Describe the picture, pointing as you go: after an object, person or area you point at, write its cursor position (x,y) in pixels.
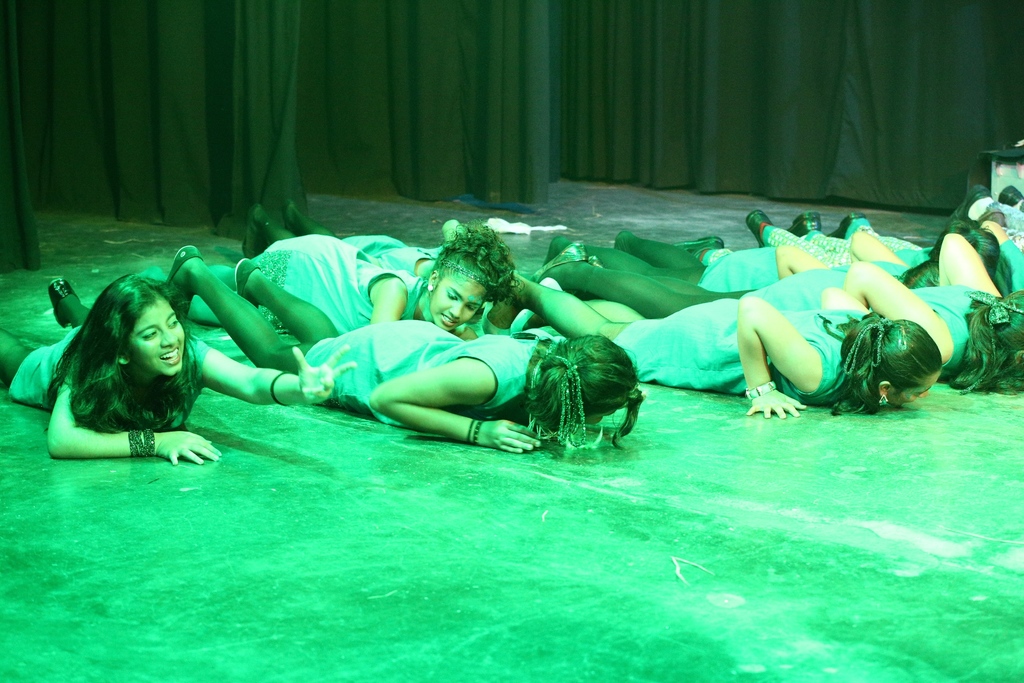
In this image there is a floor (411,576). The people (832,306) lying on the floor (438,560). There are curtains (304,169) in the background (304,169).
